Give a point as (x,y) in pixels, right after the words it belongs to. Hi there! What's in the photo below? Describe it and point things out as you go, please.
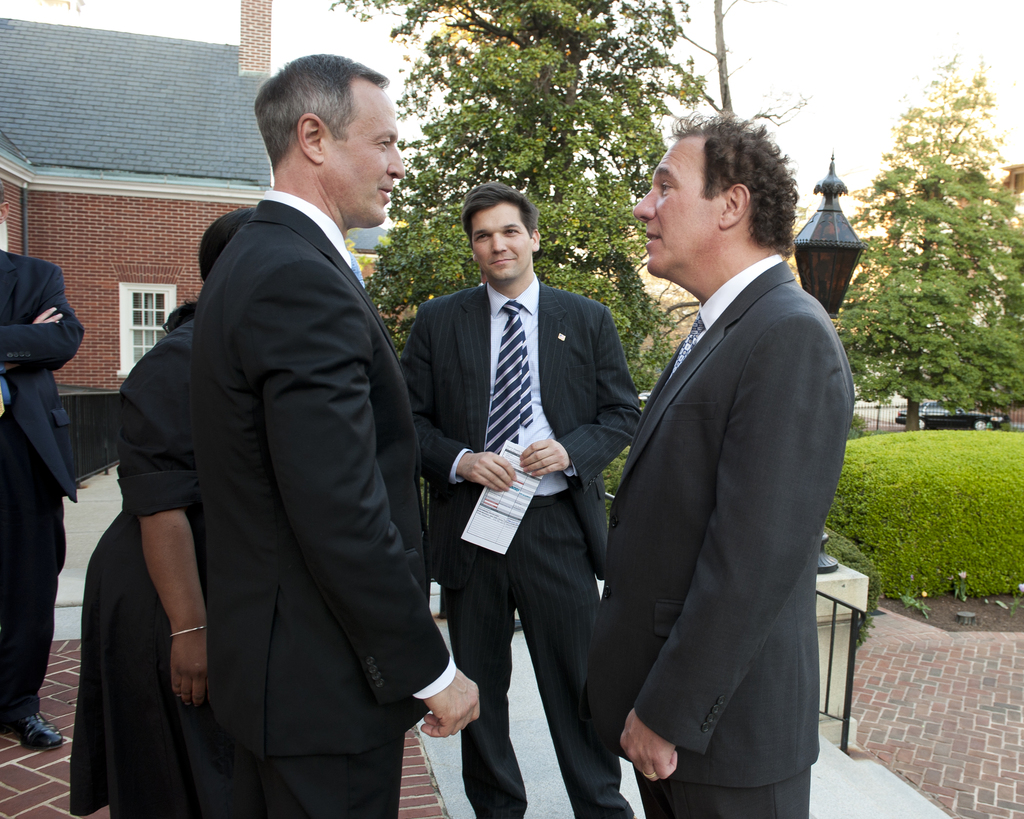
This image is taken outdoors. At the top of the image (739,9) there is the sky (881,19). In the background (477,180) there are a few trees (901,260). There is a house (87,192) with walls (127,246), a window (139,351) and a roof (174,81). There is a railing (94,412). On the left side of the image (46,501) a man (35,537) is standing on the floor (79,543). In the middle of the image (359,399) a woman (159,551) and three men (381,550) are standing on the floor (910,708). A man (519,443) is holding a paper (493,504) in his hands (487,483). On the right side of the image (971,414) a car (925,414) is parked on the road (874,424). There is a fence (933,422) and there is a ground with grass (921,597) on it.
